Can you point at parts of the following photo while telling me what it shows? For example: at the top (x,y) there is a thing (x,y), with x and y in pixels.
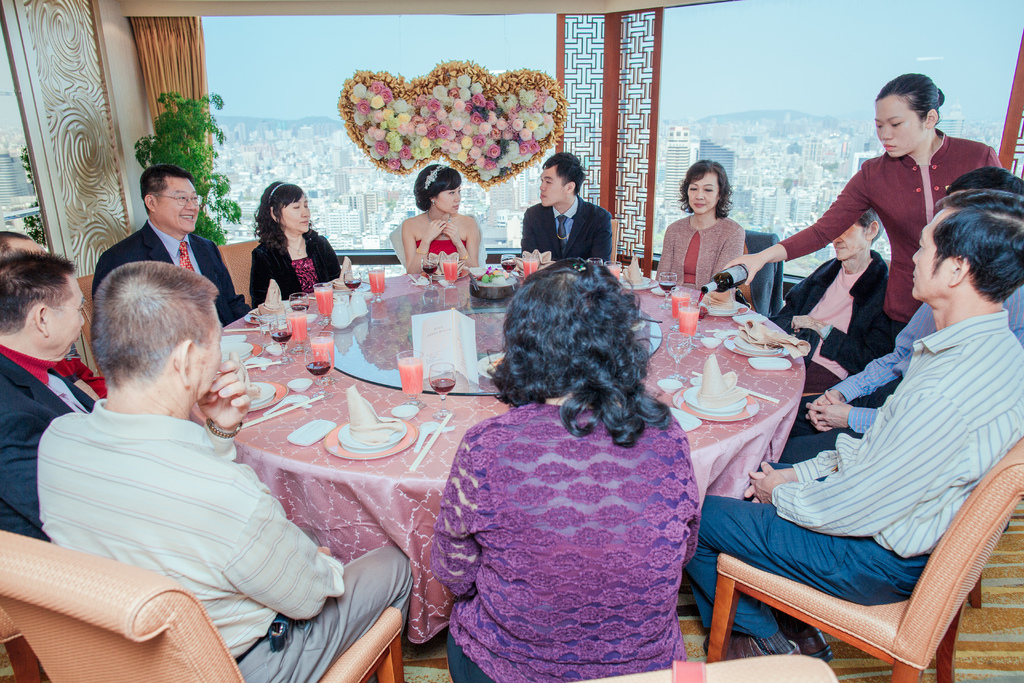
In this image I can see people (996,192) where a woman (917,180) is standing and holding a bottle (730,273) and rest all are sitting on chairs (946,590). On this table (337,385) I can see glasses (294,333), plates (380,451) and spoons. In the background (475,79) I can see decorations (437,104) and a plant (165,123).
